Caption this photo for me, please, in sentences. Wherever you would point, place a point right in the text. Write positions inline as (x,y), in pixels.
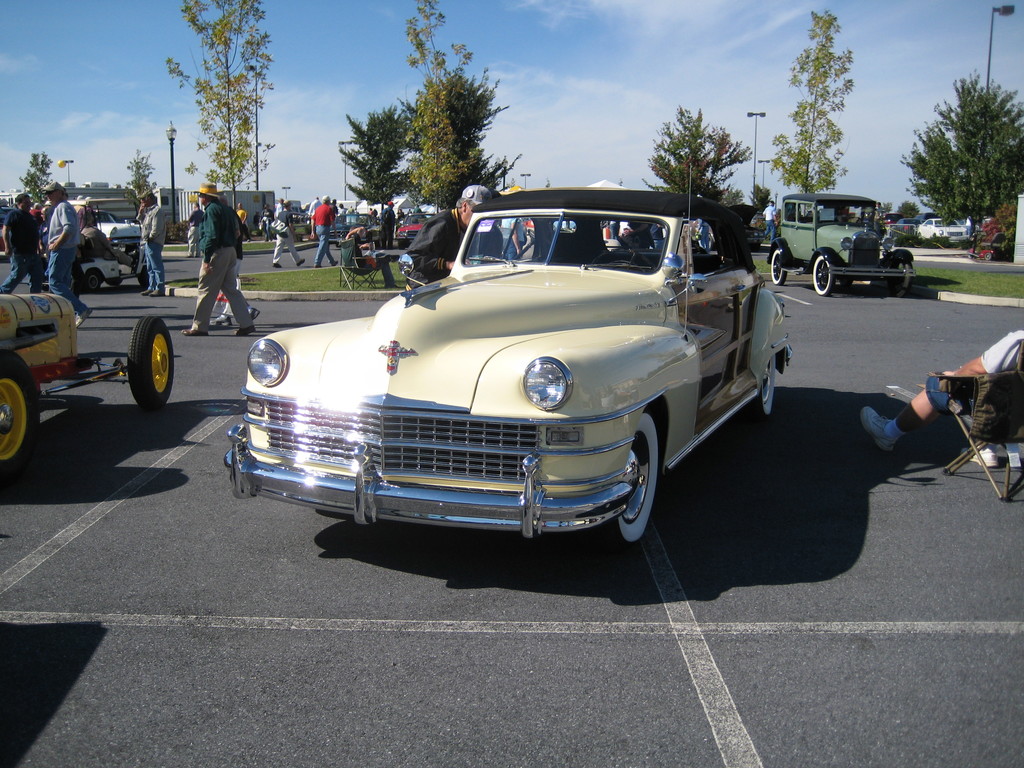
In this picture I can observe some cars (391,299) on the road (237,373). There are few people (148,256) walking on the road (195,338). In the background (363,175) there are trees (938,169) and sky (543,73).
